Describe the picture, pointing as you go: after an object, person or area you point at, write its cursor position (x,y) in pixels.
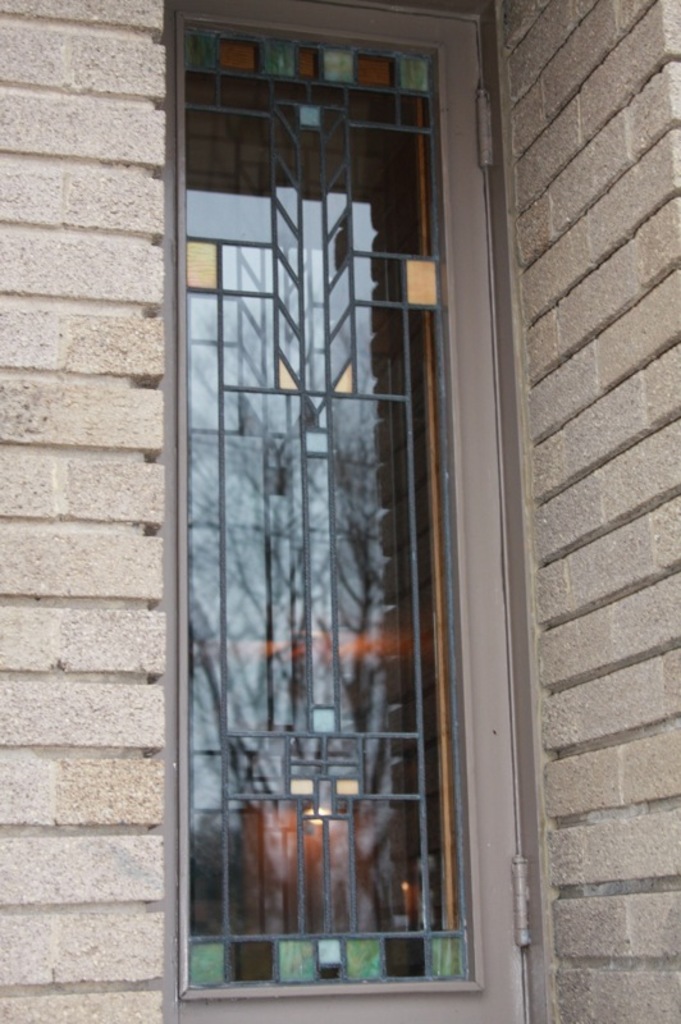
In this image we can see a building (654,538) with a window (235,441).
